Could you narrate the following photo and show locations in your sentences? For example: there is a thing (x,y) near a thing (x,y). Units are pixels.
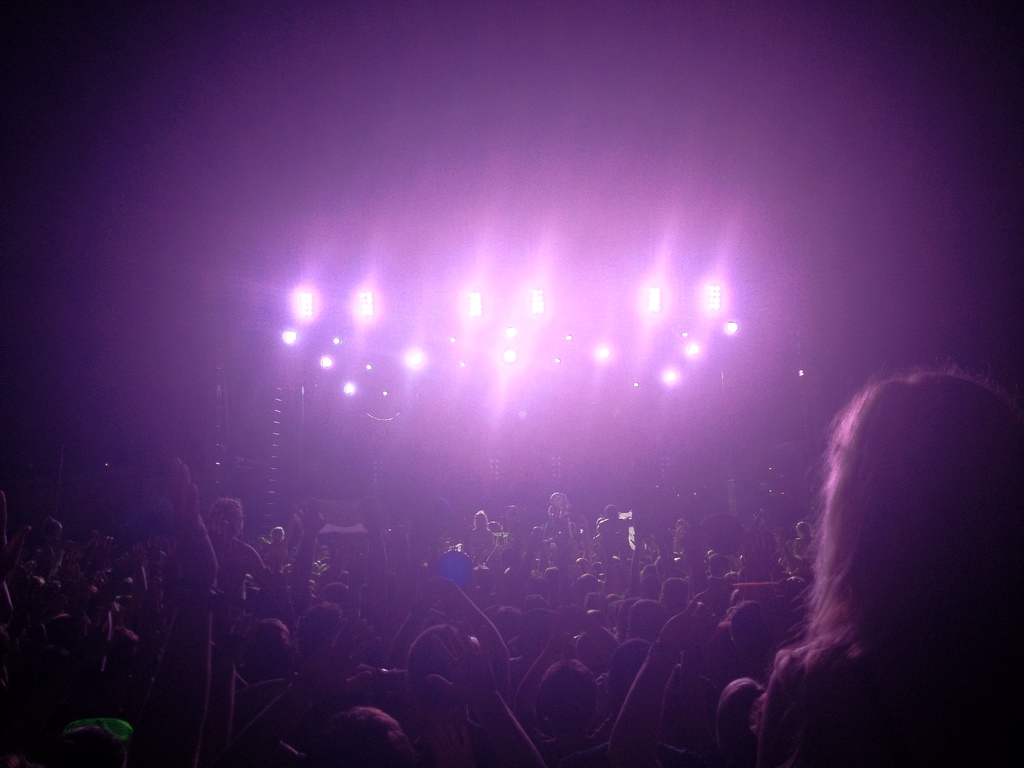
This picture might be taken in a concert in this image at the bottom (379,672) there are some people (427,703) who are standing, and on the right side (887,619) there is one woman (877,559) and in the center (475,305) there are some lights (365,298).
